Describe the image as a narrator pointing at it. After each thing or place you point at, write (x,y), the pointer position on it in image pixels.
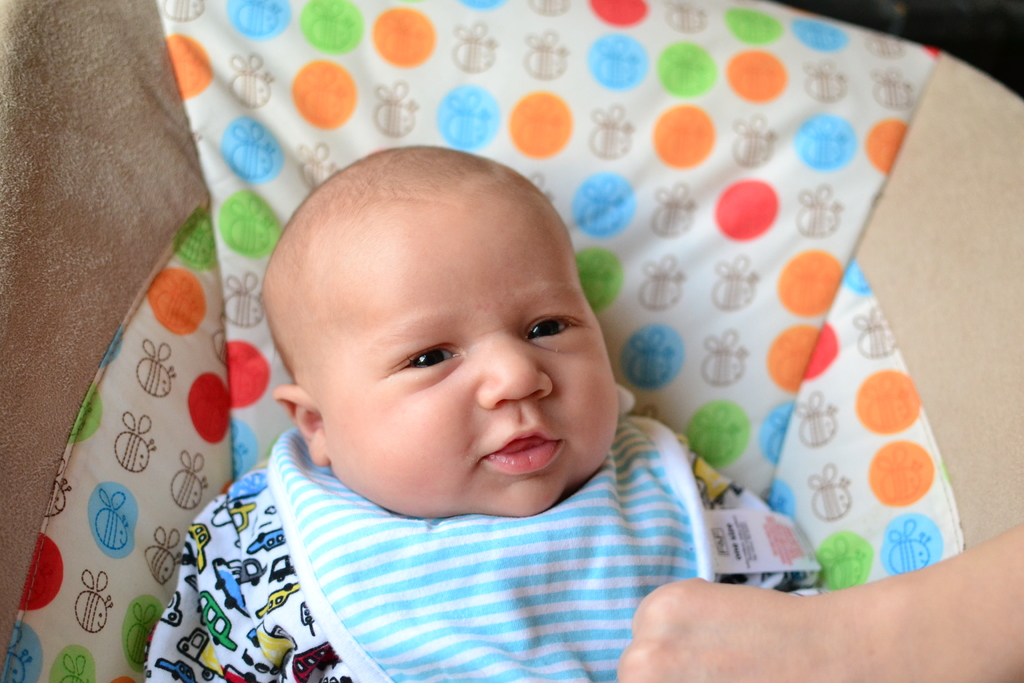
In this picture, we see the baby (545,413) is in the baby trolley (213,484). At the bottom (692,613), we see the hand (693,586) of the person (795,621). In the background (611,169), we see a cloth (277,139) in white, red, orange and green color.
